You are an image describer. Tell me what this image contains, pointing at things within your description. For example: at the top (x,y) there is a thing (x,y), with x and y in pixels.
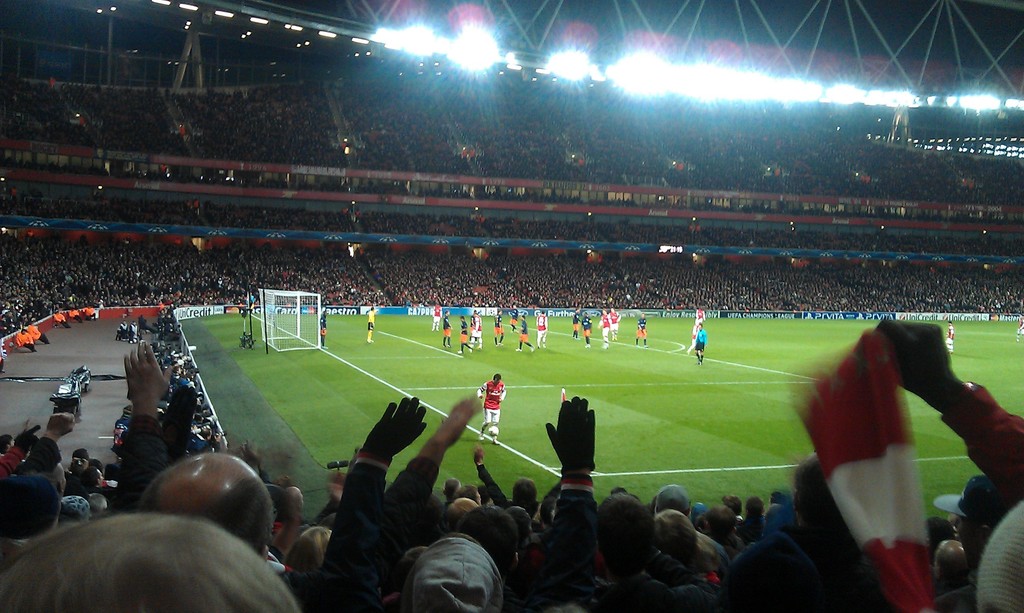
In this image we can see some players (514,310) in the ground (524,412). We can also see a crowd (220,287) sitting around them. On the backside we can see some ceiling lights (543,72).
